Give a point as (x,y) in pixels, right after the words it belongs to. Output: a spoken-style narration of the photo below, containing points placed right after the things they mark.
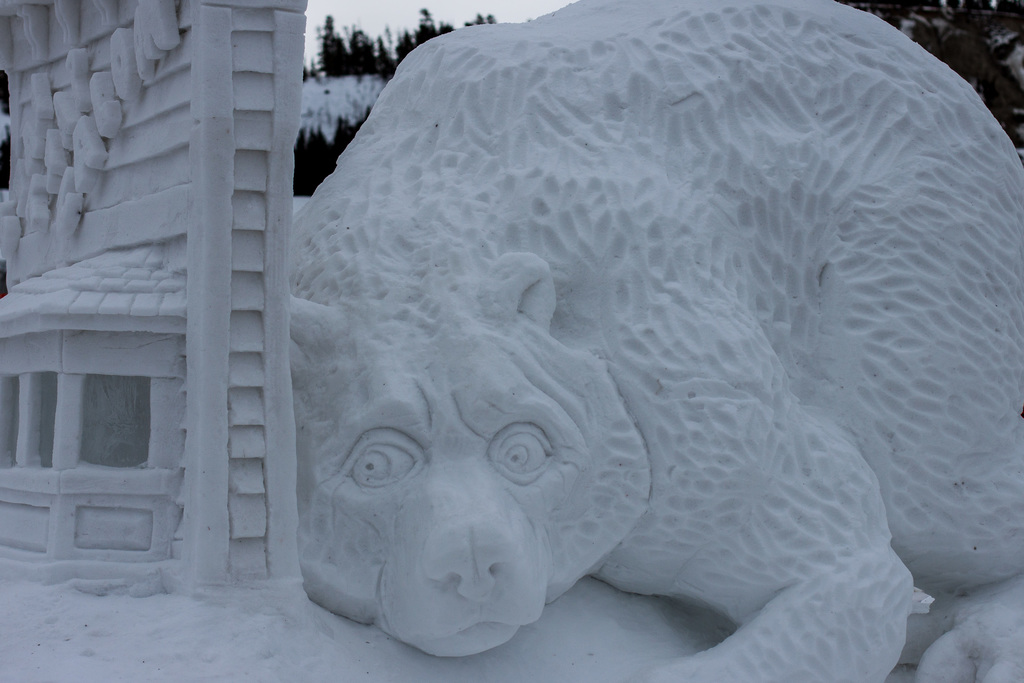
In this image, we can see snow art (410,559). Background there are few trees (342,57) and sky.
